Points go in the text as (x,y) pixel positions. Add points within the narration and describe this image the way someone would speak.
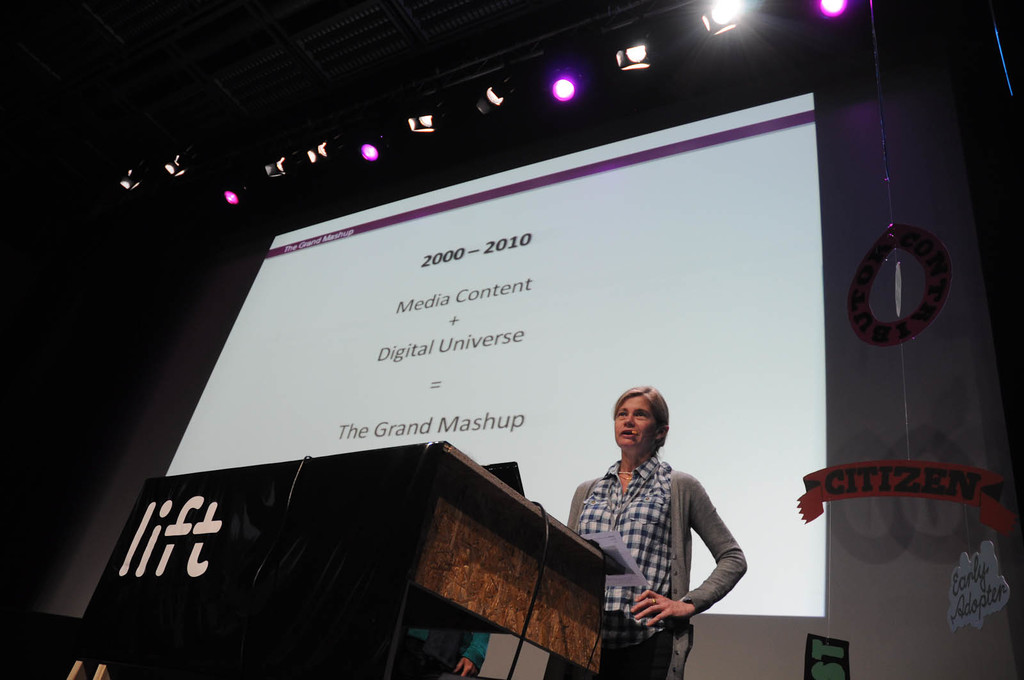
To the bottom middle of the image (438,462) there is a podium (423,507) with wires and a name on it. In front of the podium (391,494) there is a lady (621,500) with grey jacket (676,528) and black and white checks shirt (665,509) is standing and there is a mic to her. Behind the lady (634,439) there is a screen (401,302) and to the top of the image (838,11) there are lights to the roof (441,92).
